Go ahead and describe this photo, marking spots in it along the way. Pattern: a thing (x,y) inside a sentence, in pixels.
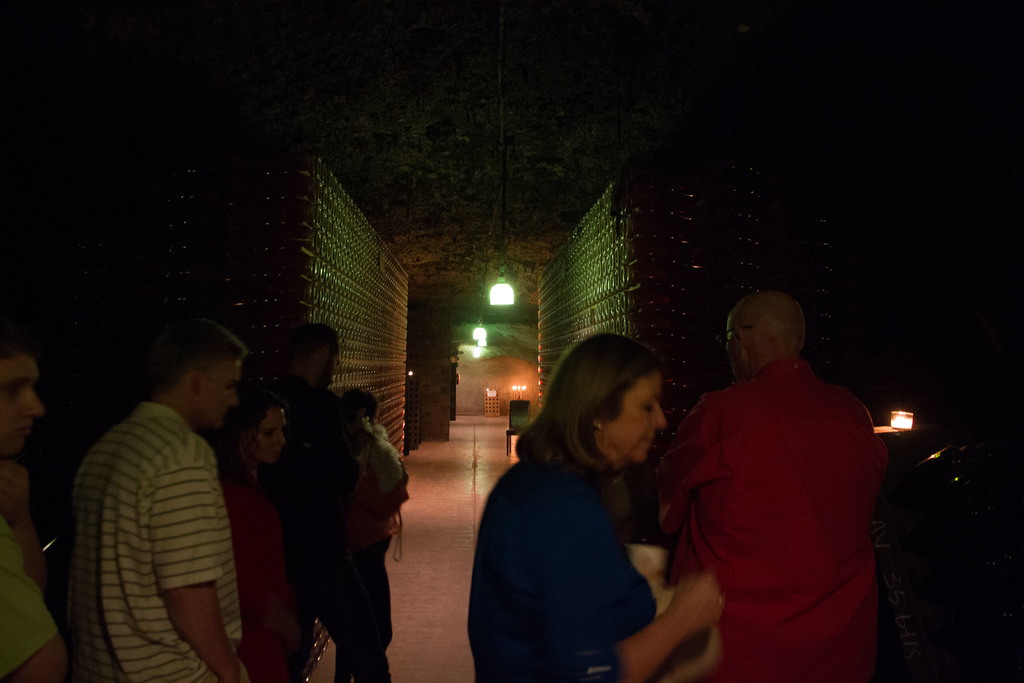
In the image we can see there are people (594,394) standing and wearing clothes (271,472). Here we can see the lights (482,331), floor (468,421) and the background (119,63) is dark.
